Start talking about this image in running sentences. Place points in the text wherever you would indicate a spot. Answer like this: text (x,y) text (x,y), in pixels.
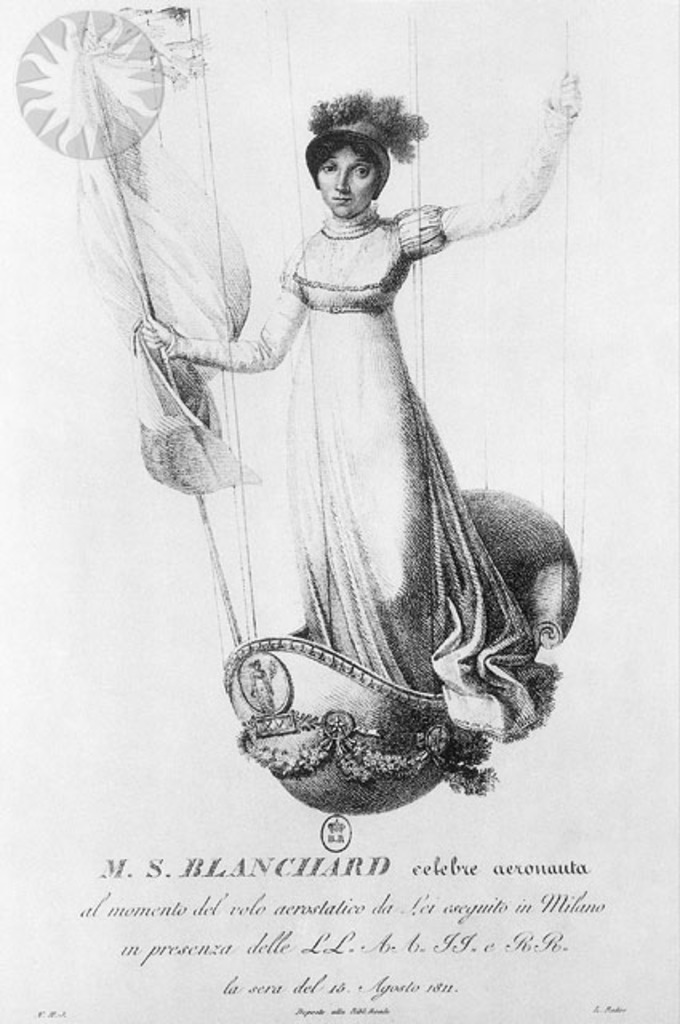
The image is in black and white, we can see there is a poster (214,616), there is a woman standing and holding a stick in the hand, at the bottom (285,950), there is some text (293,941) written on it.
